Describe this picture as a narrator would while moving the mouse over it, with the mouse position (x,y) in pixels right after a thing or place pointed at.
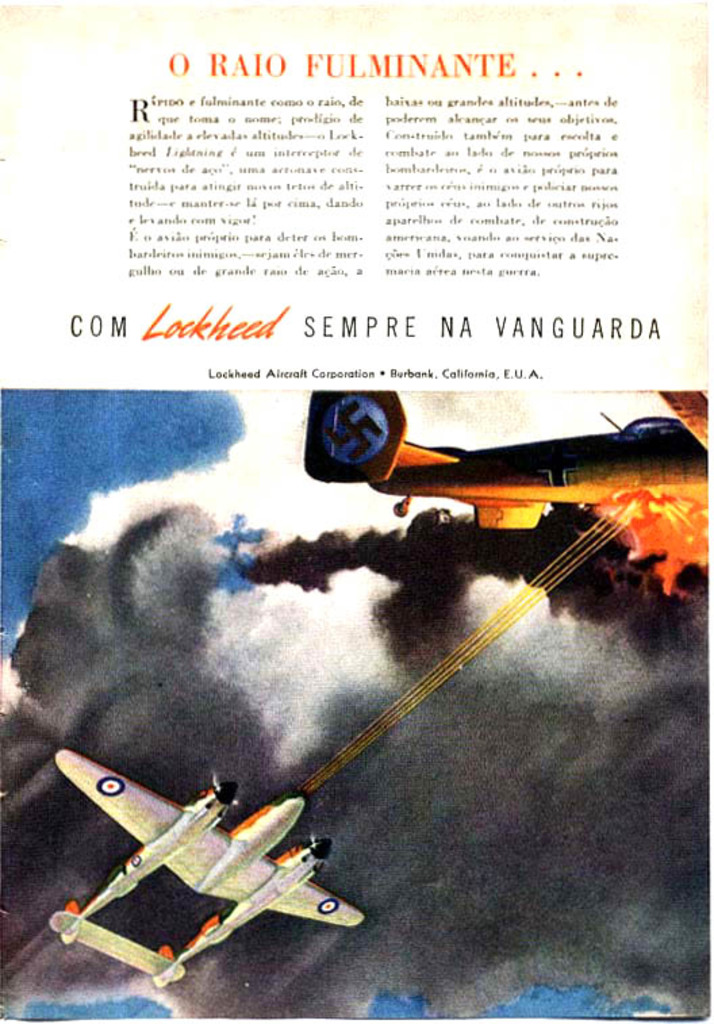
In the picture I can see cartoon image of airplanes (196,856) and the sky (304,670). I can also see something written on the image.
